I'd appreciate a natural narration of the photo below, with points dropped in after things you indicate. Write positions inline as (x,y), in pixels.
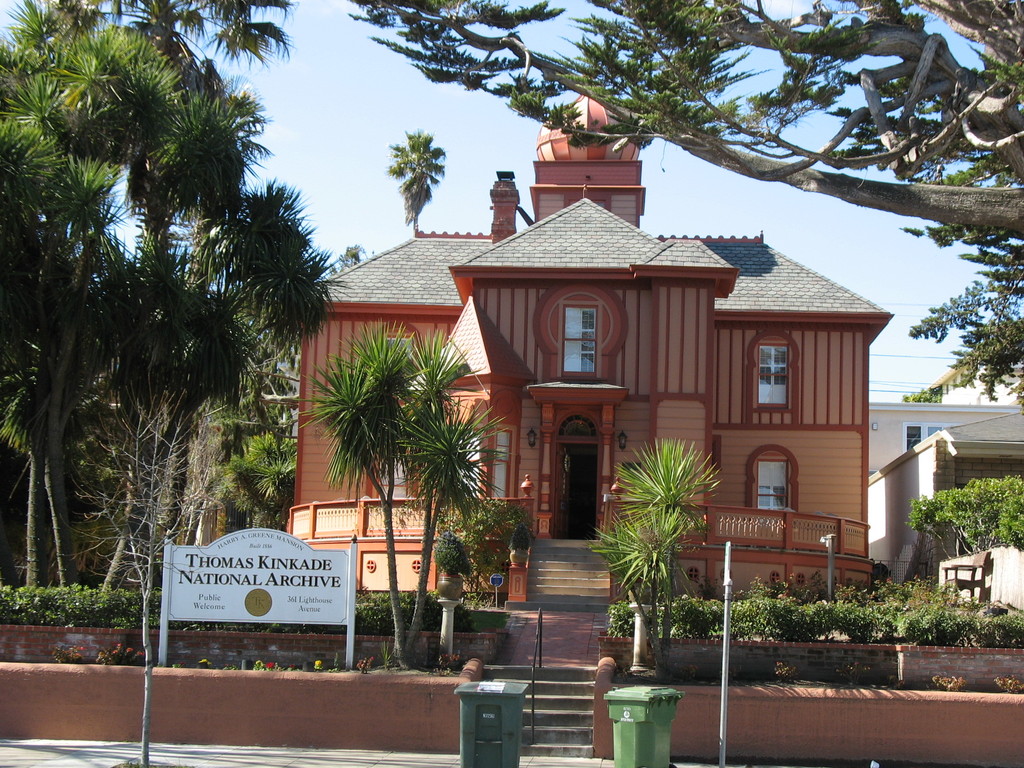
In the middle of this image (641,366) I can see few buildings (738,396). In front of this building (554,425) there are few plants (875,585), stairs (570,598) and poles (723,691). At the bottom (490,738) there are two dustbins (518,738) placed on the road (261,756). On the right (983,241) and left side of the image (95,248) I can see the trees (557,118). At the top of the image (343,115) I can see the sky (327,107). On the left side (248,577) there is a board (236,600) on which there is some text (236,573).
